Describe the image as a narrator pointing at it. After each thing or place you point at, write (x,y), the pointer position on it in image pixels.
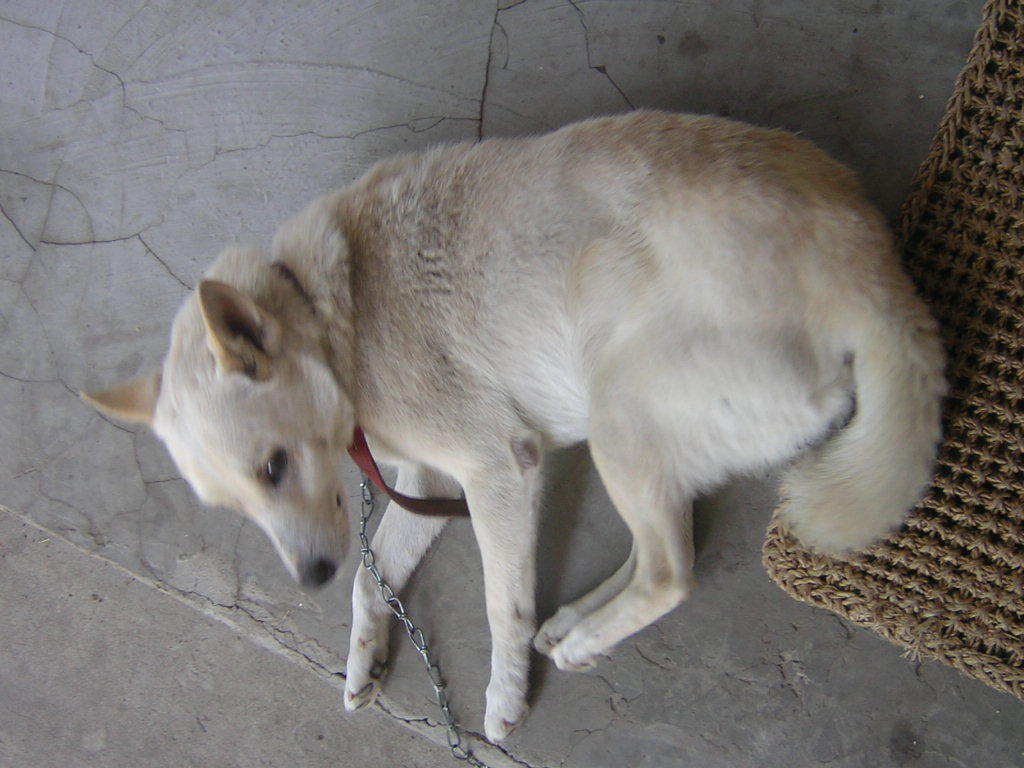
In the image we can see a dog (567,319), light cream in color. This is a dog carpet (961,593), floor (772,651), chain (405,624) and a dog belt (373,470).
